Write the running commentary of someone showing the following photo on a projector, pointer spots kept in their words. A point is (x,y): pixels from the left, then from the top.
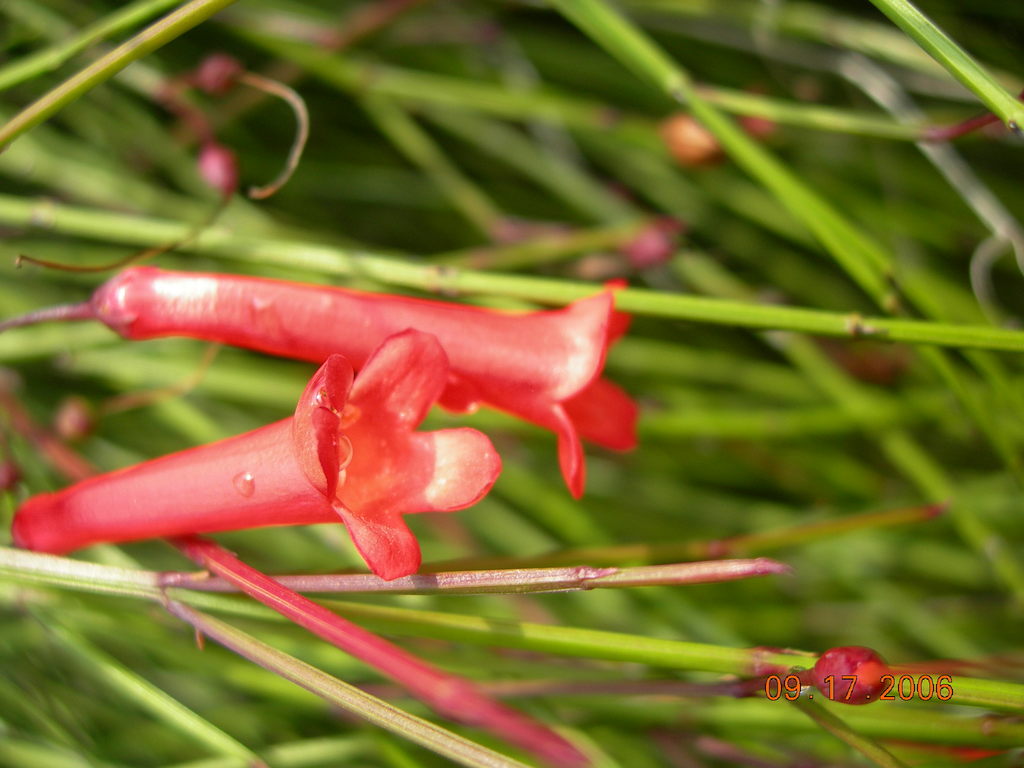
In this picture we can see flowers (582,405), buds (836,664) and stems (973,426). In the bottom right side of the image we can see date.
